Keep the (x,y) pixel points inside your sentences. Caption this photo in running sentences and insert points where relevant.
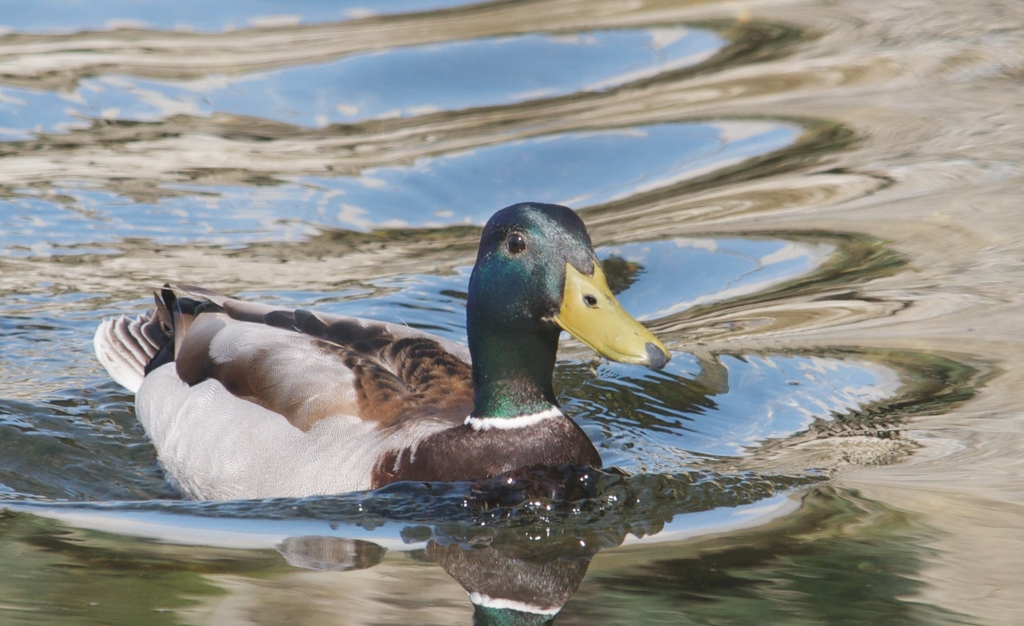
In the picture there is a duck (235,327) swimming in the water (454,301).
